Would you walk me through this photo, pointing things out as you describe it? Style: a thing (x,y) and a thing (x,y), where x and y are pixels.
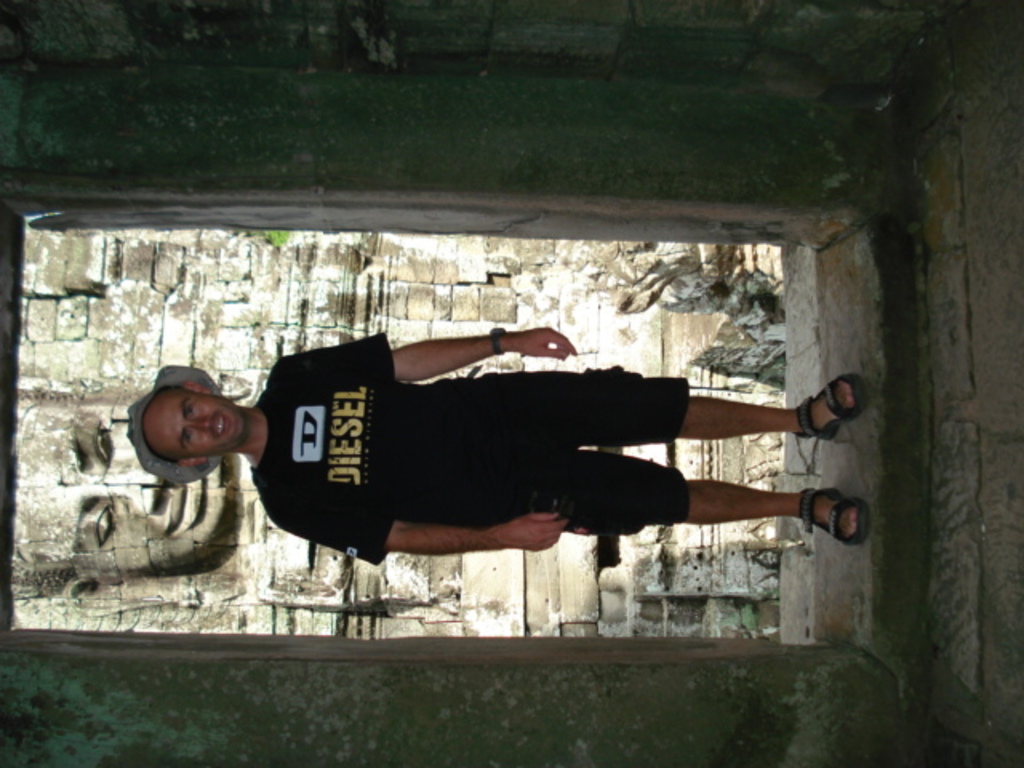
In the picture there is a man (580,446) standing, he is wearing a hat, behind the man (415,492) there is a sculpture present on the wall (562,562).
